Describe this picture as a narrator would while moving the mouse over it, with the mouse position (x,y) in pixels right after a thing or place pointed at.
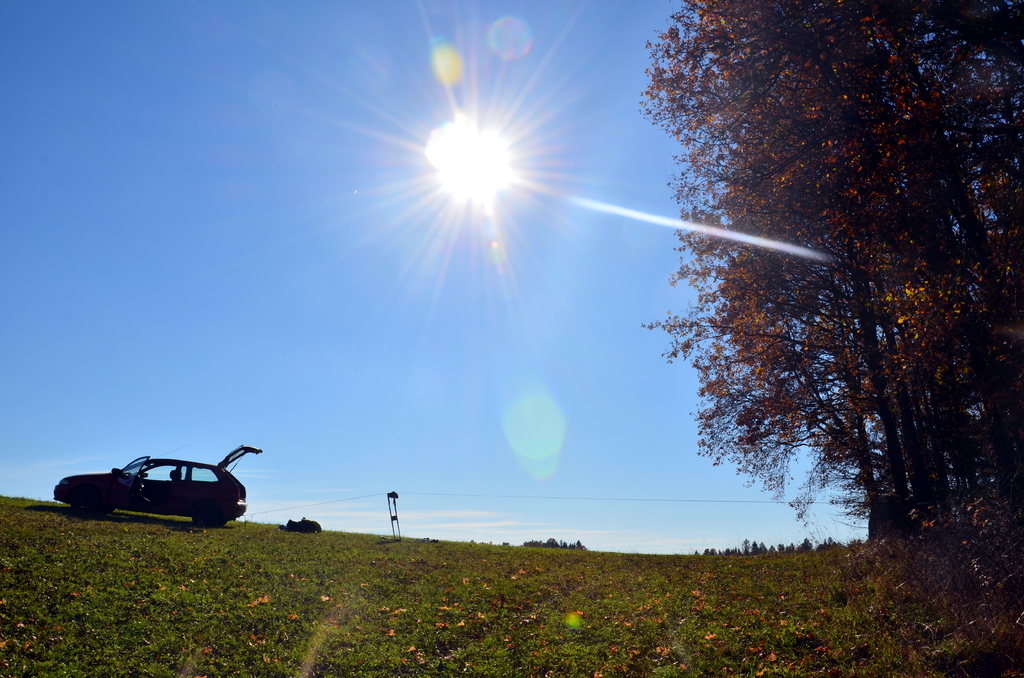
In the picture we can see a grass surface (337,613) on the top of it, we can see a car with the doors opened and besides, we can see a tree (791,20) and in the background (527,488) we can see a sky (446,267) with sun (453,185).
